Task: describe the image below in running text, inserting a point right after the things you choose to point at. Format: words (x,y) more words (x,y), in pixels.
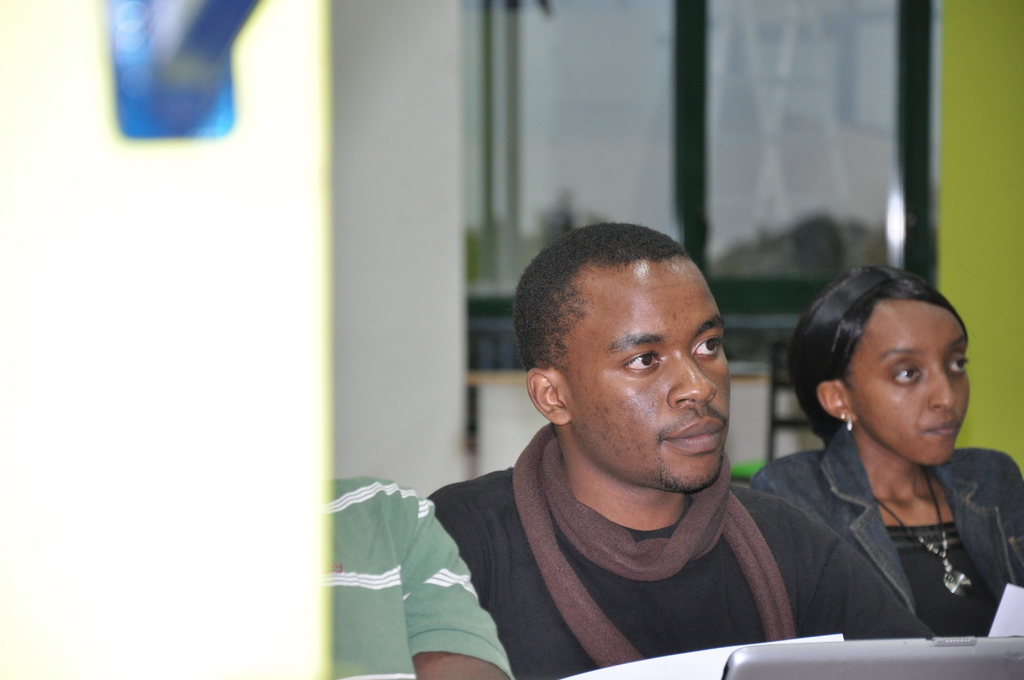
In this image we can see a man (710,390) and a woman (888,393) sitting in front of a laptop (823,644) with papers (728,646). We can also see another person (432,551). In the background (583,117) we can see the glass window (638,159) and also the wall (389,145). On the left (76,454) there is a door (197,457).
